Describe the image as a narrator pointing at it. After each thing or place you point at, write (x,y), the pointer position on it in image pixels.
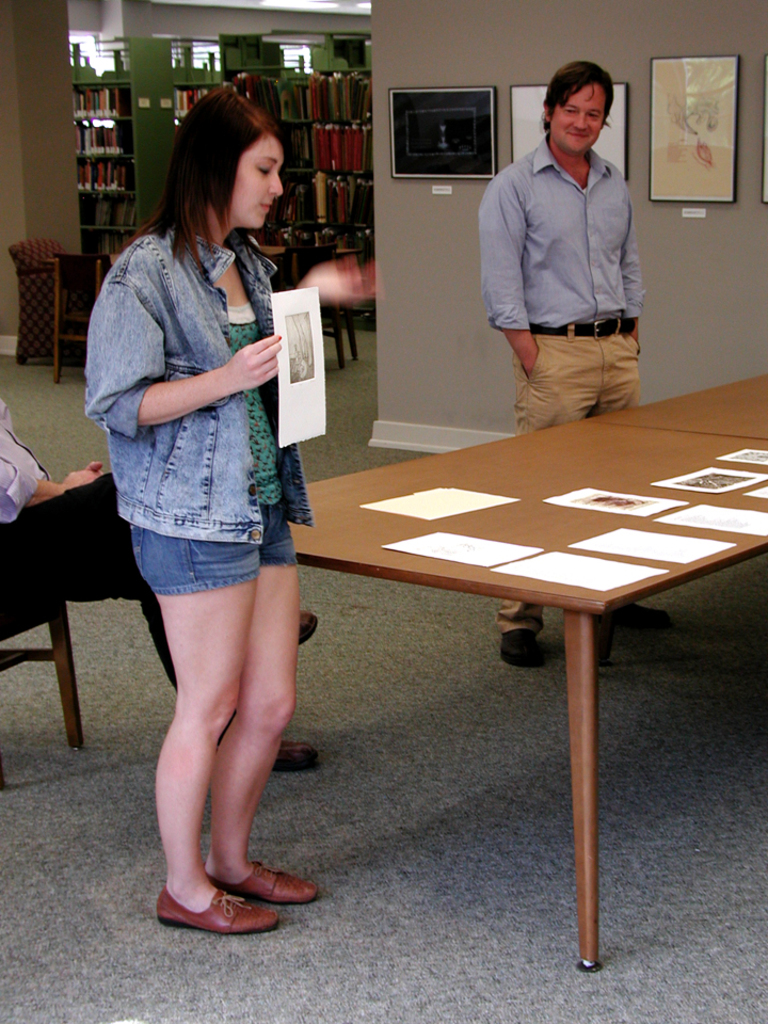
A lady (276,441) wearing a jacket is holding paper (286,385). On the left side (58,486) a person (29,531) is sitting on a chair (61,614). On the right side (564,260) a man (557,281) is standing and smiling. In front of them there is a table (533,494). On the table (599,520) there are some papers (626,510). In the background (451,185) there is a wall (380,197) with photo frames (665,145). Also there are some cupboards (286,97) with books (332,108) and pillars (64,104) are over there.
